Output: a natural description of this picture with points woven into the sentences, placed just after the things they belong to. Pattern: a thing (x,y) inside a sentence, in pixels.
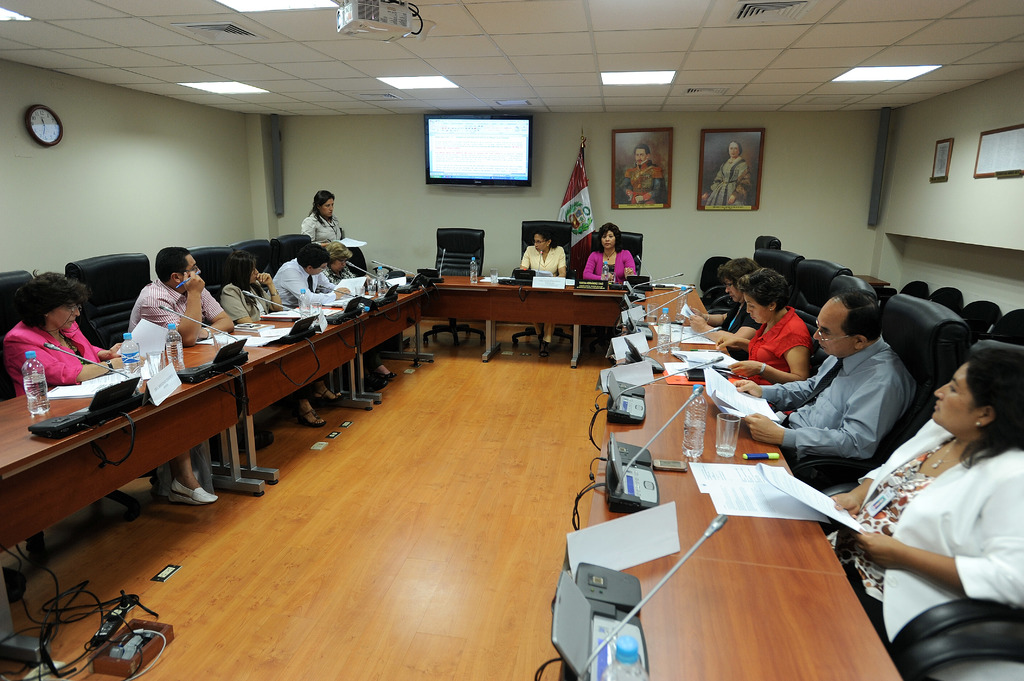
In this image I can see group of people (920,485) sitting on the chairs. I can also see few microphones (657,501), papers (813,493), glasses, bottles (699,395) on the table (636,426) and the table (35,462) is in brown color. Background (582,186) I can see a flag (579,172) which is in red and white color, few frames (739,190) attached to the wall (798,202) and the wall (803,218) is in cream color. I can also see a projector screen (457,172) and a clock (49,134) attached to the wall (66,197).
